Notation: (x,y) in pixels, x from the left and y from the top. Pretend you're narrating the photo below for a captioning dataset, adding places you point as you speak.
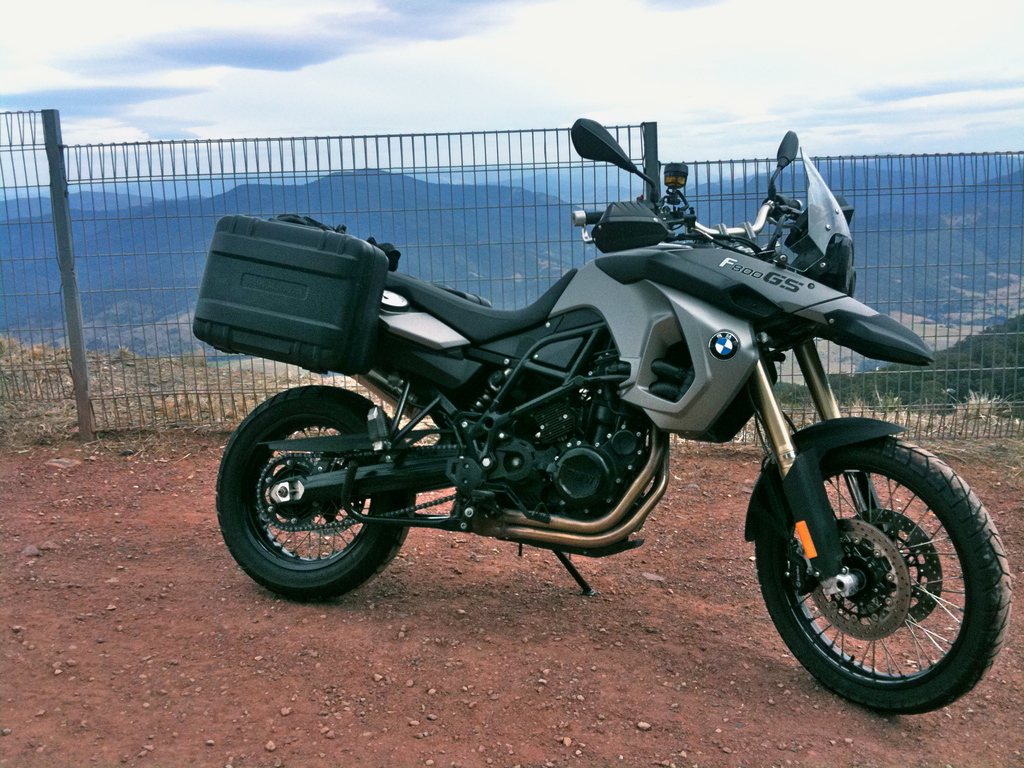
In the center of the image (553,412) we can see one bike (593,427), which is in black color. In the background (571,22) we can see the sky (529,44), clouds (858,104), hills (1004,198), fence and a few other objects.
